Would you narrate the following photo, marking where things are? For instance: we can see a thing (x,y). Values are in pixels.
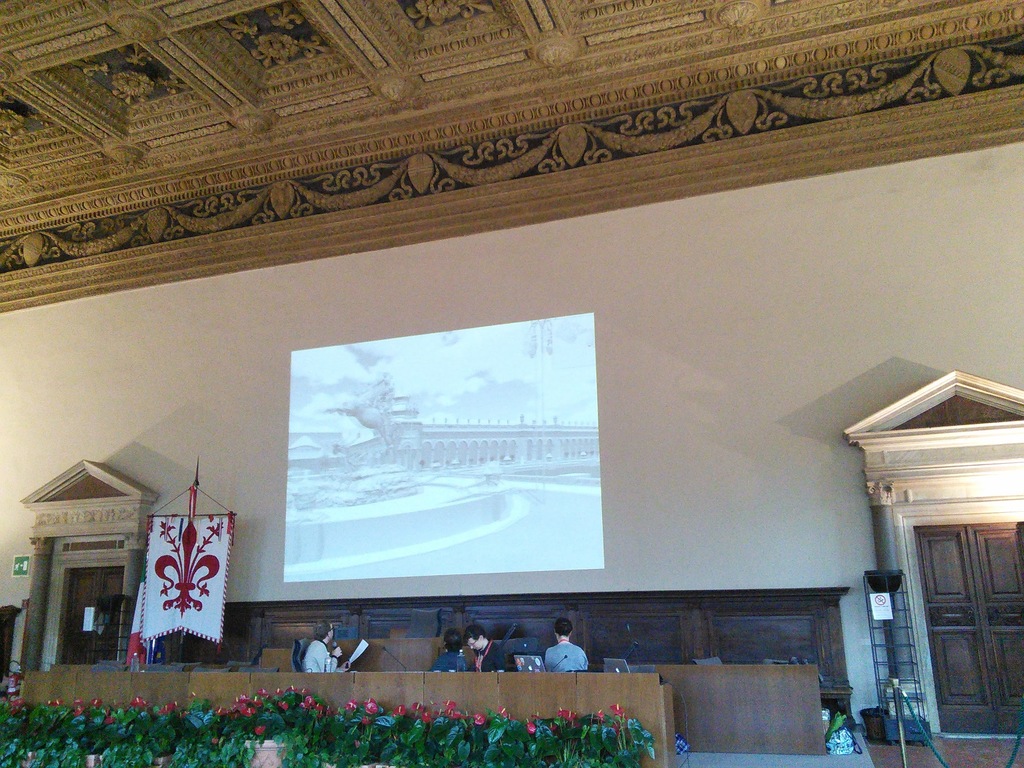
In this picture we can see plants (334,749), flowers (252,704), mics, laptops (541,671), bottles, doors (92,660), flags (142,607), four people (493,647), screen (462,478) on the wall (694,519), ceiling (272,72) and some objects (831,728).
